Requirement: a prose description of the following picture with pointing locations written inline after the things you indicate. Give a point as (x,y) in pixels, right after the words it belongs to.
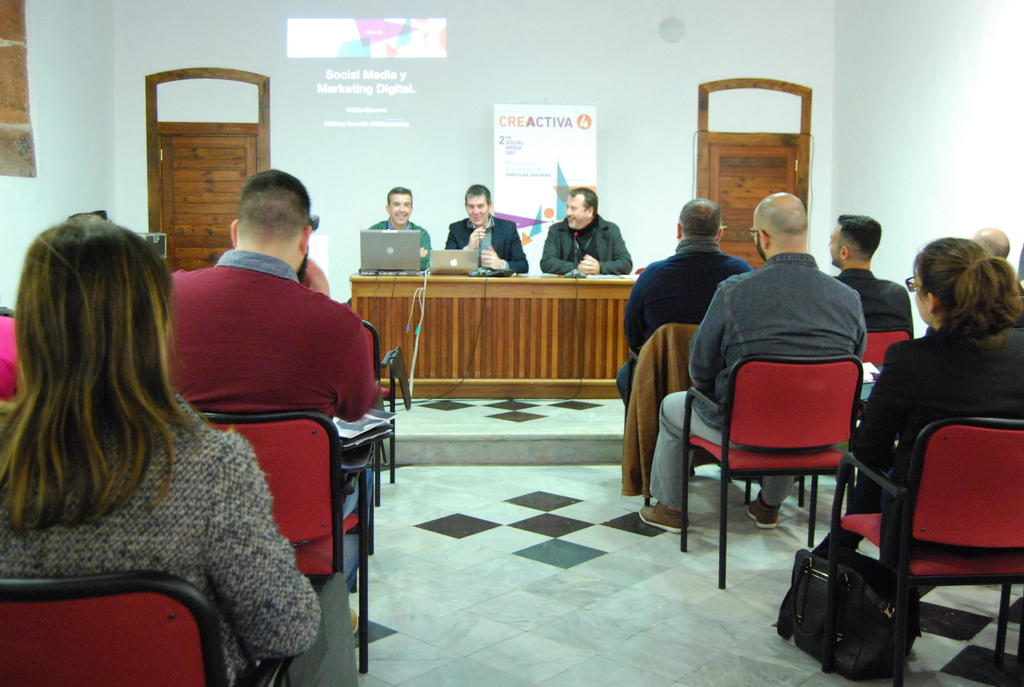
In this picture there are group of people (177,511) who are sitting on the chair (960,440). There is a brown jacket (661,374) on the chair (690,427). There is a black bag (855,625) on the floor (586,571). There are three men (594,242) who are sitting on the chair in the middle (555,248). There is a grey and gold laptops (396,252) on the desk (511,300). There is a screen (368,113) at the background (375,134).
